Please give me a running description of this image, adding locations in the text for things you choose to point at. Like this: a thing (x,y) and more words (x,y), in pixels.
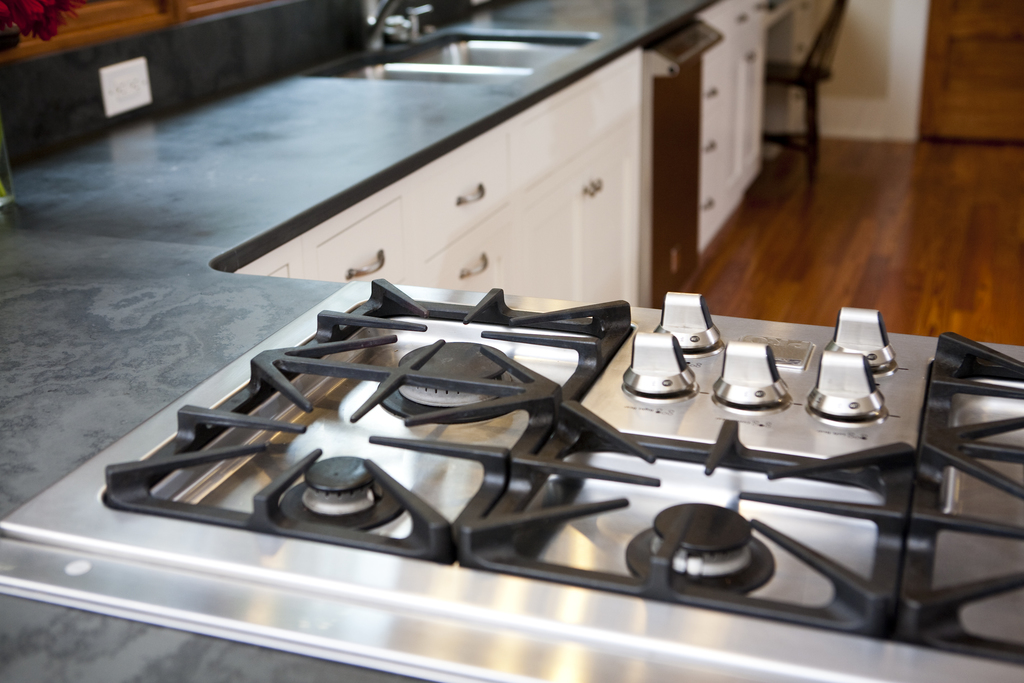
There is a stove (381,493) in the front (821,535). There is a wash basin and there are cupboards (573,165) below it. There is a chair (790,72) at the back (807,121) and there is a wooden surface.
